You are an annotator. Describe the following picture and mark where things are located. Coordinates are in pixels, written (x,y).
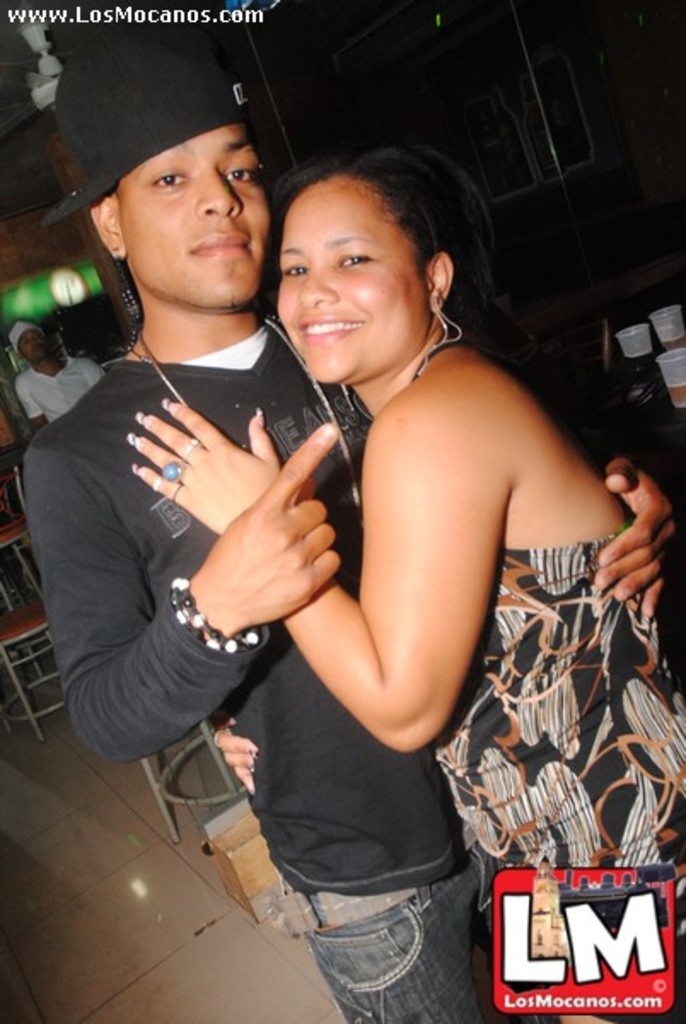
This is the man (218,680) and woman (402,414) standing and smiling. This looks like a chair (20,634). These are the glasses (638,340) placed on the table (639,417). In the background (28,329), I can see a person (63,361) standing. This is the ceiling fan (42,97), which is attached to the roof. These are the watermarks (544,934) on the image.
